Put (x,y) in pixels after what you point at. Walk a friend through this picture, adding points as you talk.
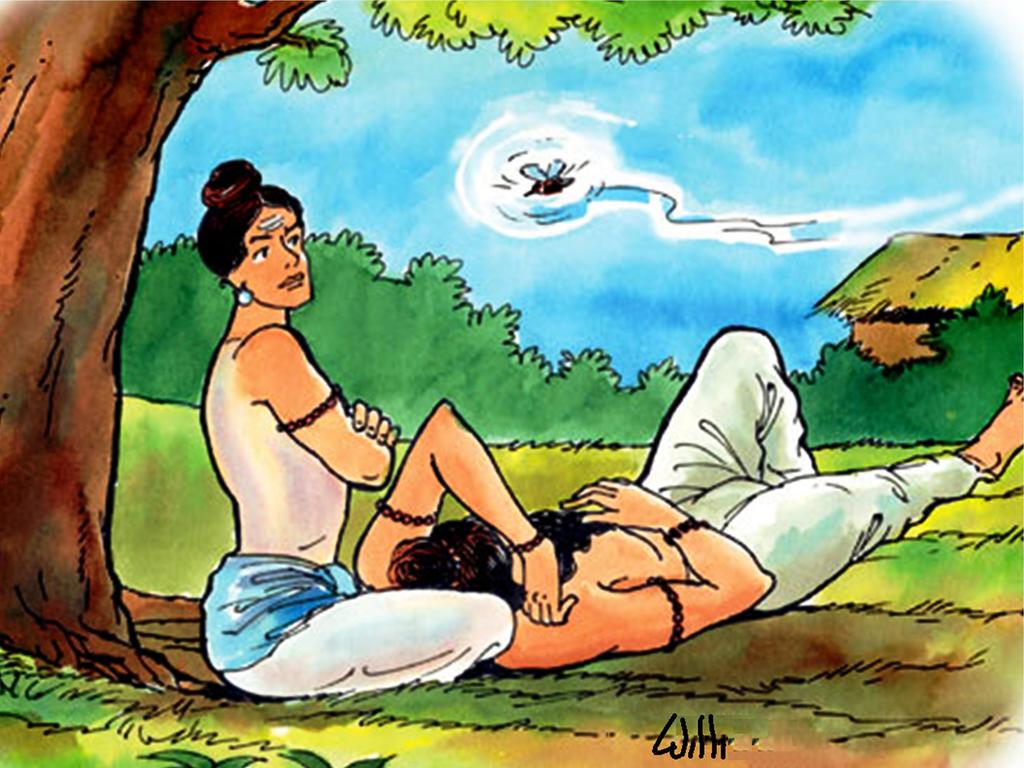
In this image I can see the painting (510,323). In the painting (474,487) I can see two people (403,593). To the left (103,368) I can see the tree (117,82). In the background (820,433) I can see the house (926,352), plants (883,390), insect (524,172) and the sky (536,144).
